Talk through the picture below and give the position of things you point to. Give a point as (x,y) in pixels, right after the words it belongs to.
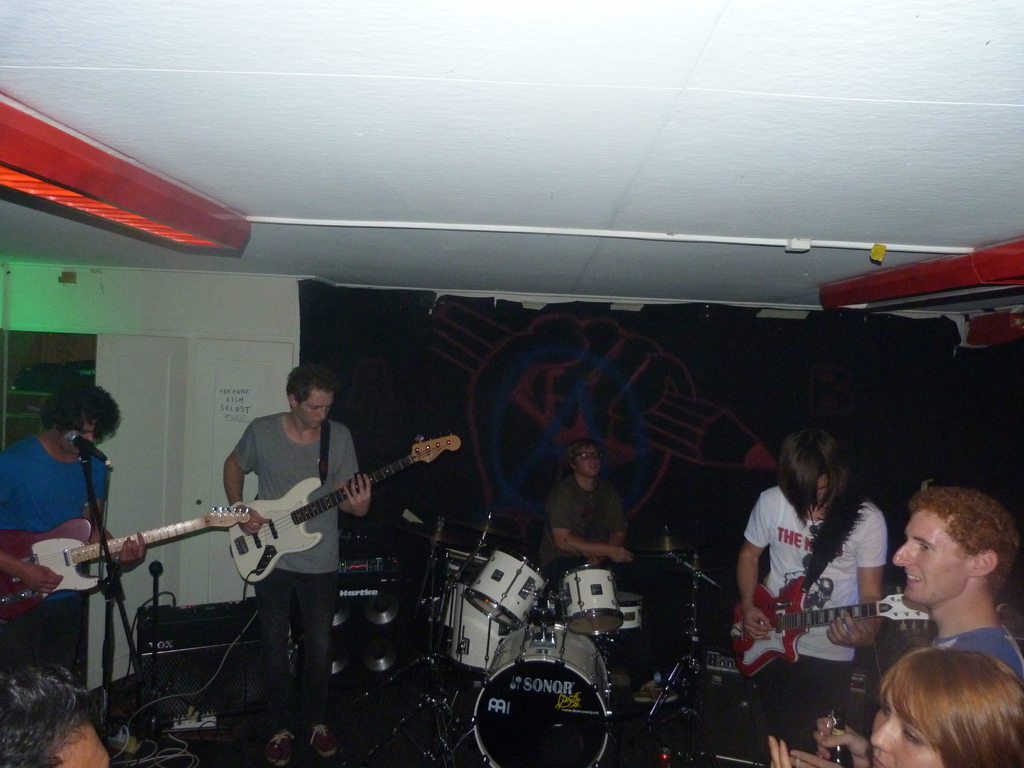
There is a music band (646,686) in a room (573,636). Three of them (851,591) are playing the guitar (836,618) and one guy (595,484) in the middle (560,510) is playing drums (592,602). In the background (577,395) we can observe a painted wall (589,399) here.
